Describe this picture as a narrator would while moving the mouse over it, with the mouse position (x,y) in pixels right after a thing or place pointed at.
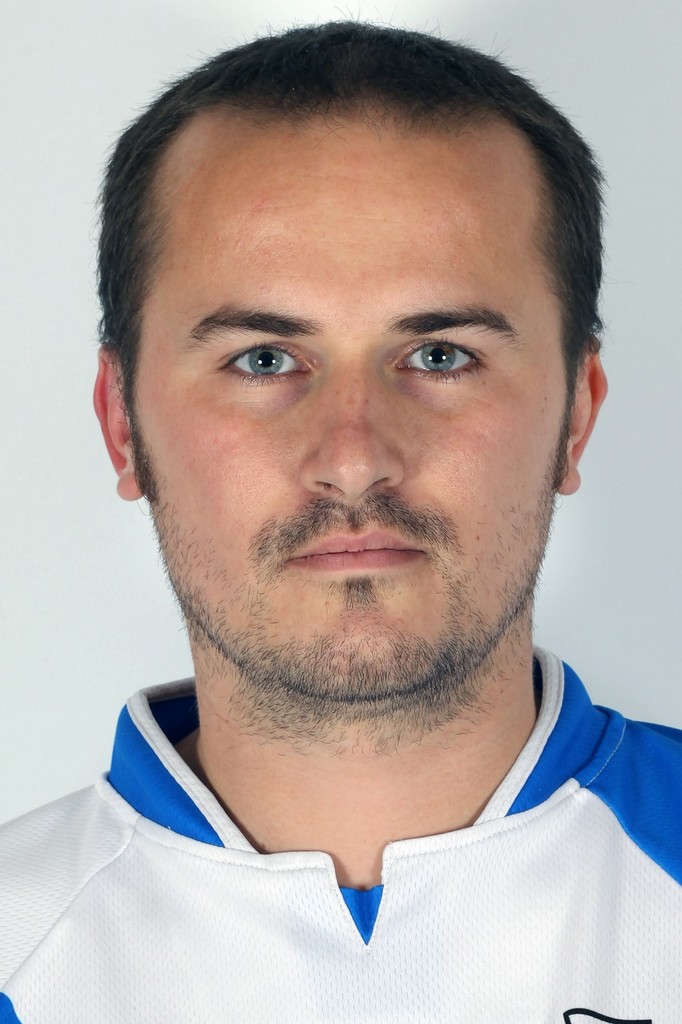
In this image I can see a person (196,272) wearing white and blue color shirt (163,850).
